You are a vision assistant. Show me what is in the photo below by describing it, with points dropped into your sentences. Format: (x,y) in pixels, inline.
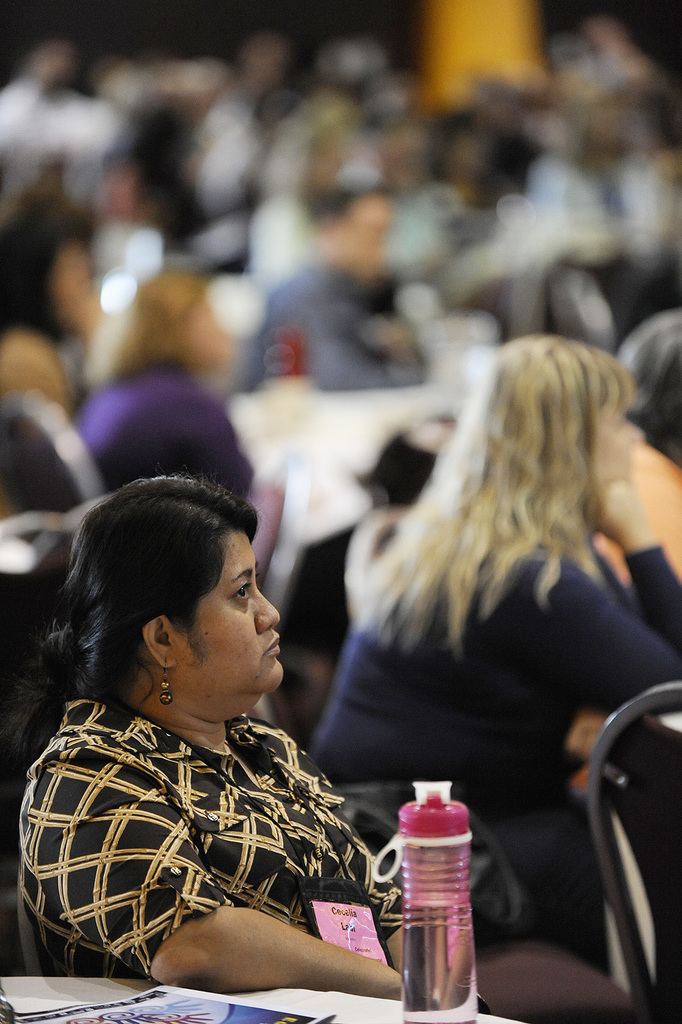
In this image there is a woman (119,657) who is sitting on a chair (22,921). On the bottom (44,997) there is a table (113,996). On the table (35,997) there are books (128,1008) and water bottle (445,901). on the right (631,458) there is an another woman (469,689) who is wearing blue t-shirt (522,688). On The background (579,118) some many peoples (97,354) which is in a blur image.
